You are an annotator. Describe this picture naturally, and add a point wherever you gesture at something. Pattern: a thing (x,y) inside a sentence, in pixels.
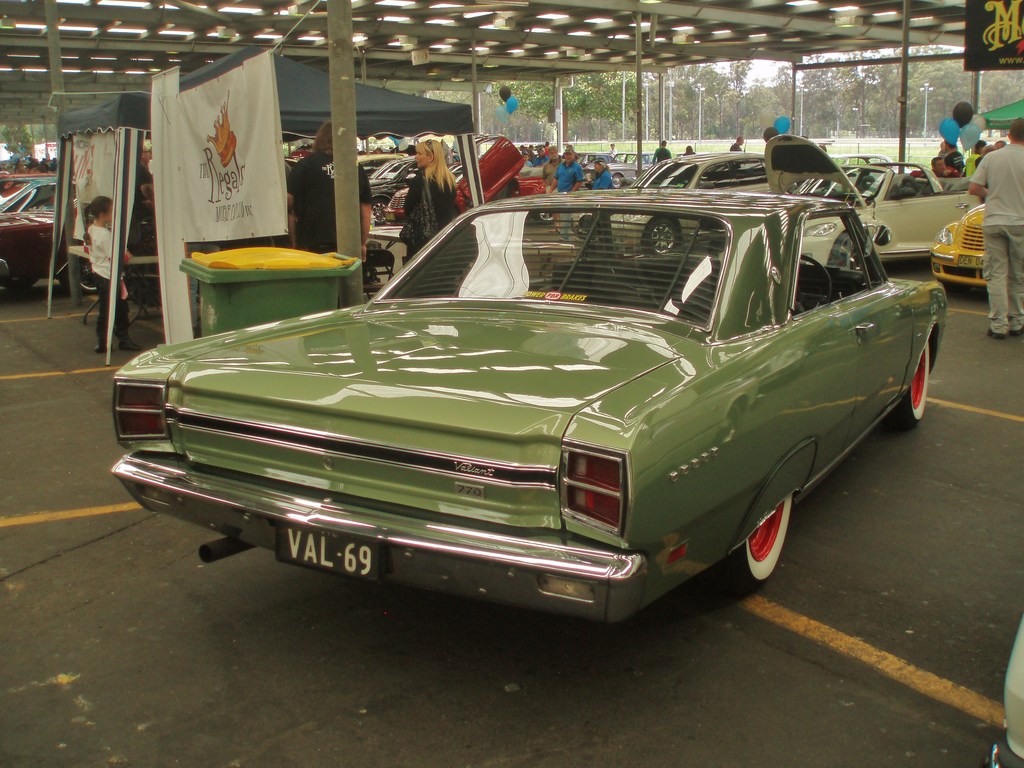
In this picture there are cars (524,209), people (995,193), tents (321,104), dustbin (346,268) and banners (1003,47). At the top (296,34) it is ceiling (509,71). In the background (836,100) there are trees (677,131) and fencing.
